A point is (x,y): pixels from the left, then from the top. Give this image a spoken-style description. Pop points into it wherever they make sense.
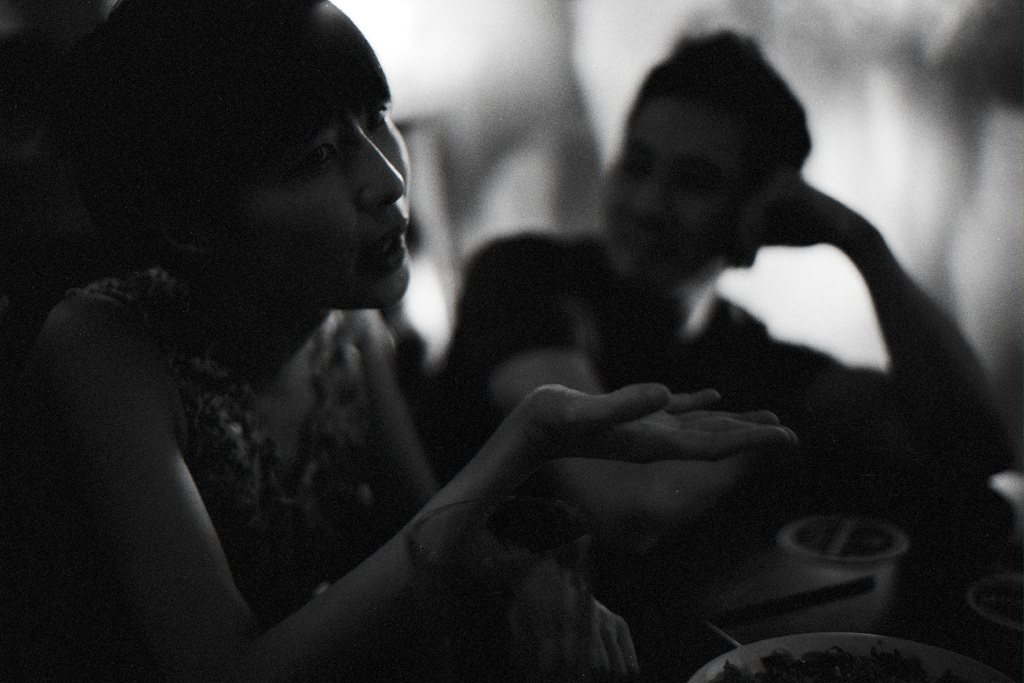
This is a black and white image and here we can see people (454,390) and there is food (852,657) on the plate (829,649) and some other objects (803,561).
